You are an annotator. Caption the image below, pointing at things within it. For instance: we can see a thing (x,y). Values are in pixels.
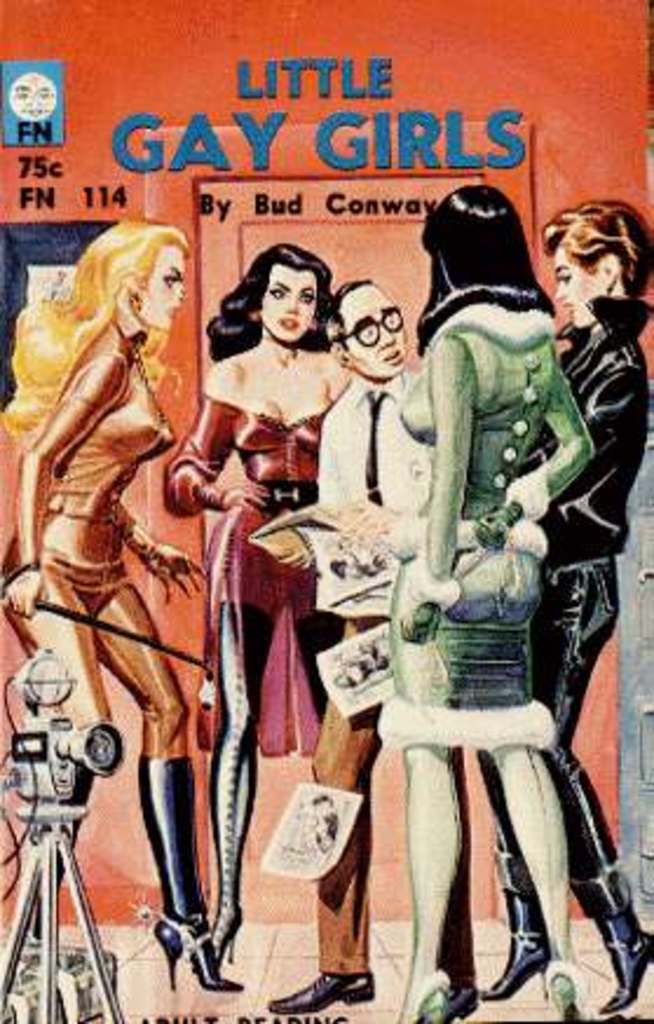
This image is a poster and in this image we can see persons (386,465) standing on the floor (189,985). Image also consists of text (383,112).
